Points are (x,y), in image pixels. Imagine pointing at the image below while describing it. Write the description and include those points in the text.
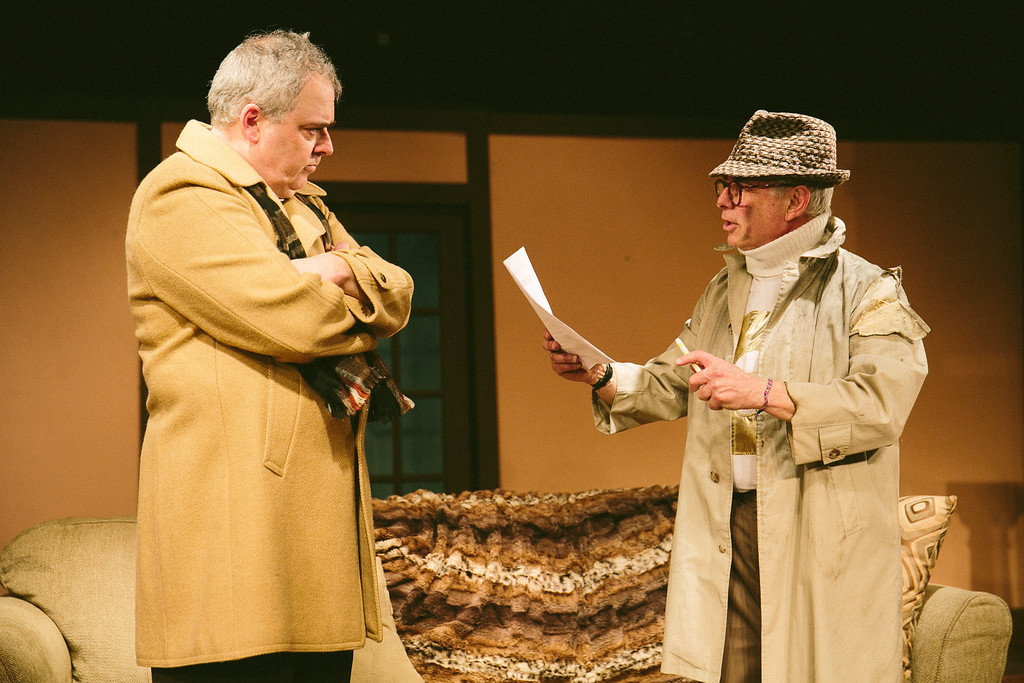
In this picture I can observe two men (743,397) standing on the floor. One of them is wearing spectacles (739,182) and hat (769,159) on his head (763,219). In the bottom of the picture (33,617) I can observe sofa (28,592). In the background (579,250) there is a wall (512,248).
